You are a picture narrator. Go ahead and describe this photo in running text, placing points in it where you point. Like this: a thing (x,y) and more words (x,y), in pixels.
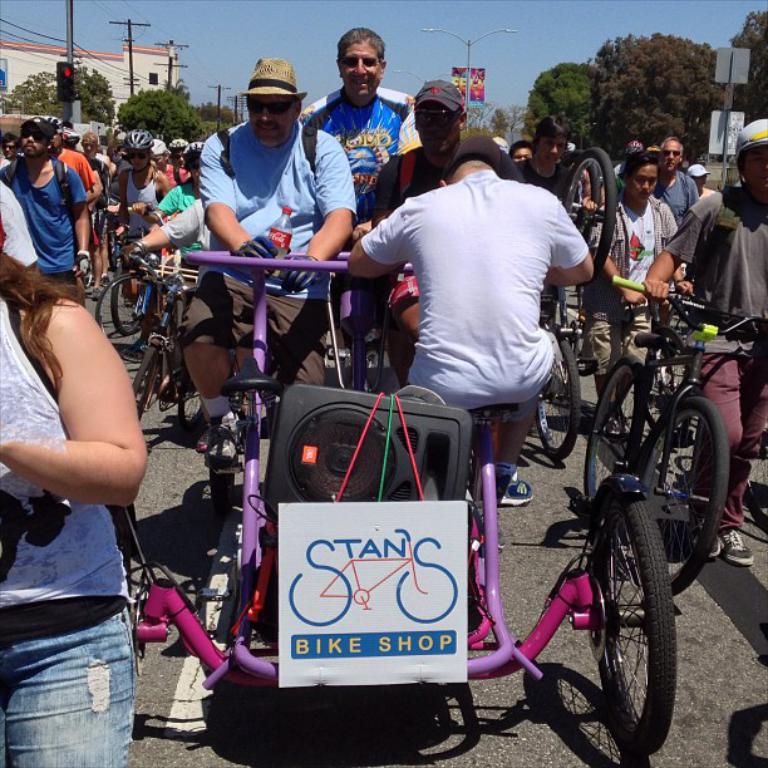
This image is taken on the road (584,470). There are many people (489,172) in this image. To the left (70,363), the woman (58,330) is wearing a gray shirt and blue jeans (78,740). In the middle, the man (301,149) is wearing blue t-shirt (304,203) and a brown pant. In the front (238,551), there is a speaker (384,417) on the bicycle (257,477). To the right (651,88), there are trees (642,87), poles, and boards (732,133).
